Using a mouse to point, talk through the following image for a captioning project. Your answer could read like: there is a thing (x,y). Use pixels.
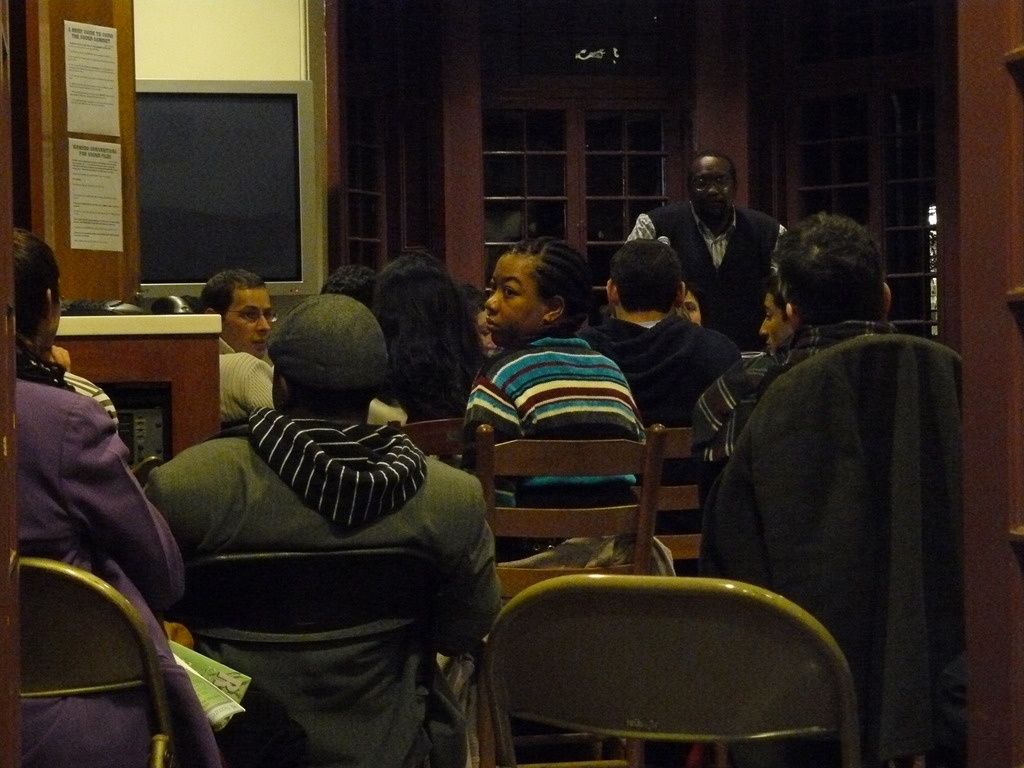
This image consists of some people (126,738) who are sitting in chairs (562,581). There is a person (733,182) who is standing in the middle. There are papers (104,150) pasted on the left side (103,157) top corner.
